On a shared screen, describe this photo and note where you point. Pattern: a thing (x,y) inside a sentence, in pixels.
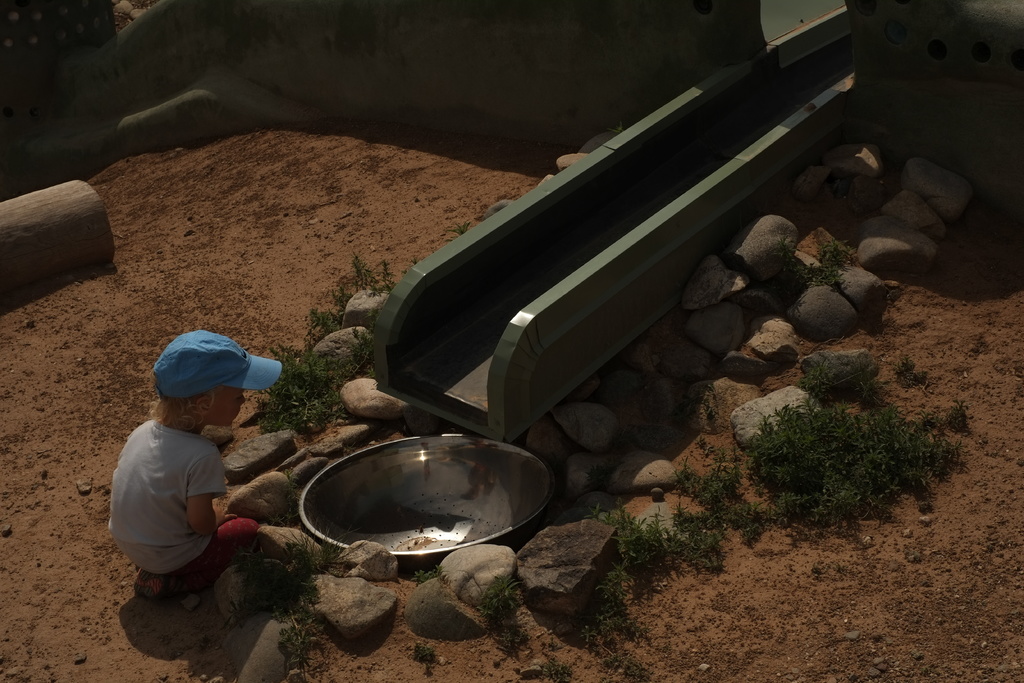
In this image there is a kid (195,573). In front of him there is a bowl (374,495). Around the bowl (344,534) there are rocks (624,468) and plants (725,462). On top of the bowl (402,486) there is a metal pipe (527,274). On the left side of the image (7,206) there is a wooden log (50,201).
